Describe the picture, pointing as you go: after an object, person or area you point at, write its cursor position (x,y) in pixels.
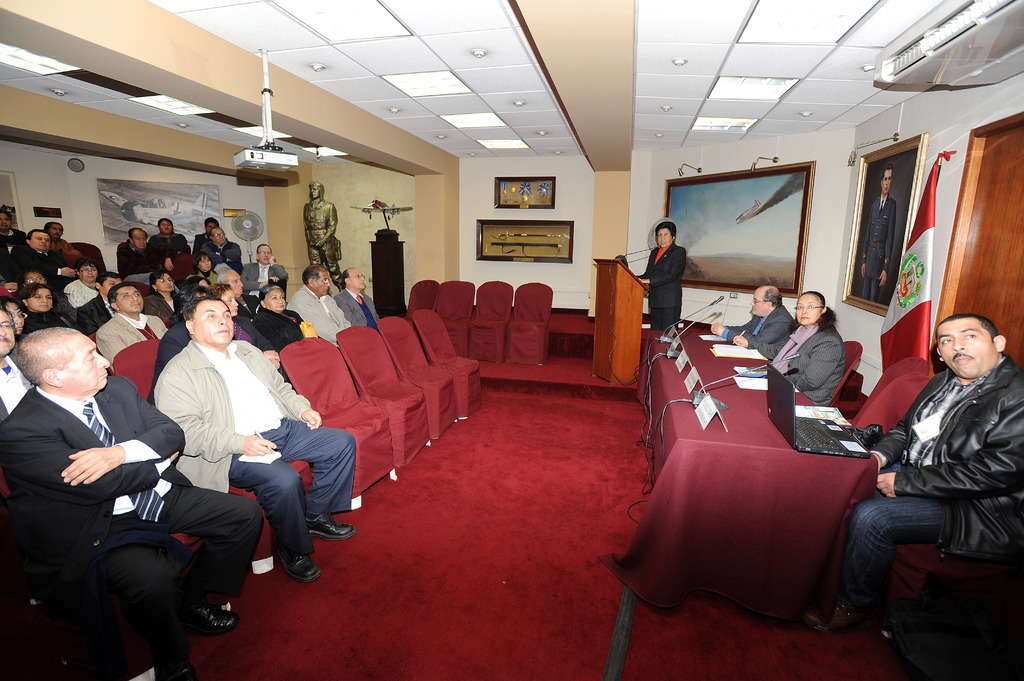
This picture is of inside the conference room (475,268). On the right (991,493) there are three person (801,323) sitting on the chair (908,386) and we can see a laptop (780,401), microphones (707,312) and some papers (752,366) placed on the top of the table (746,400). On the left (176,387) there are group of persons (184,361) sitting on the chairs (432,357), behind them we can see some people (142,241) sitting There is a table fan (251,228) and a sculpture (317,211) of a human (322,240). In the background (668,283) we can see the chairs (484,291), picture frames (550,194) hanging on the wall (837,194), a flag (916,254), a projector (280,158) and there is a person (675,260) wearing black color suit (653,289) and standing behind the podium (616,313).
